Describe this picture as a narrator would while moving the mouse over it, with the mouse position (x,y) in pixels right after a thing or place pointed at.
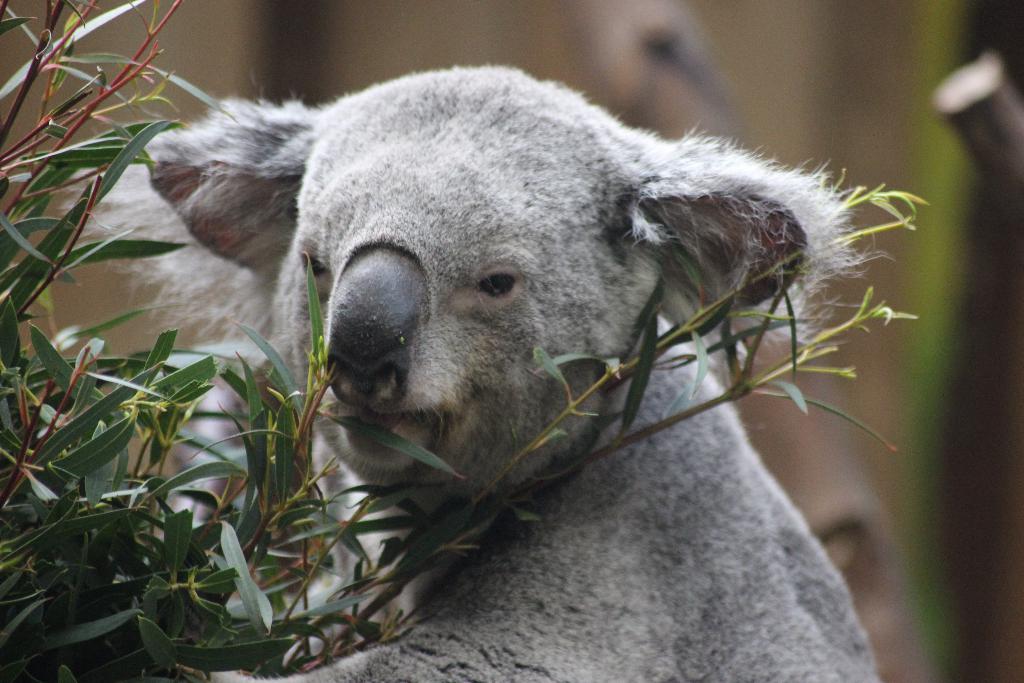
In this image there is an animal (356,110) behind the plant (125,607) having leaves (243,569). Background (790,19) is blurry.
